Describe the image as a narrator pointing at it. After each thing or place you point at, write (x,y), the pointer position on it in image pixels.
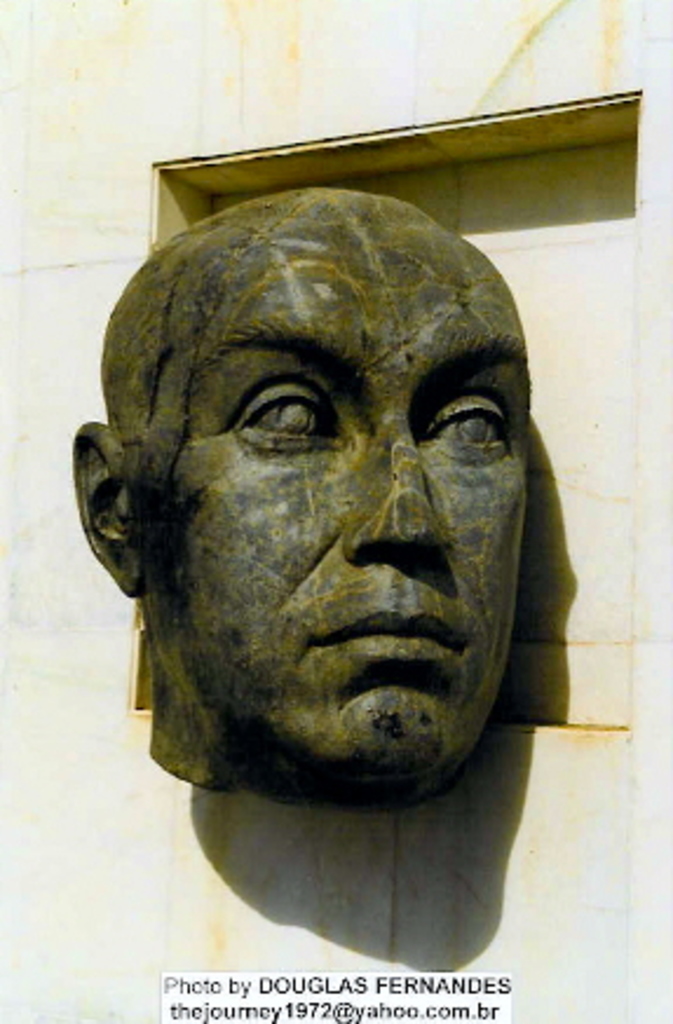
In this image there is a sculpture (223,523) of a person's face (245,491) on the wall (332,79) with a text (317,993) at the bottom (301,987).
